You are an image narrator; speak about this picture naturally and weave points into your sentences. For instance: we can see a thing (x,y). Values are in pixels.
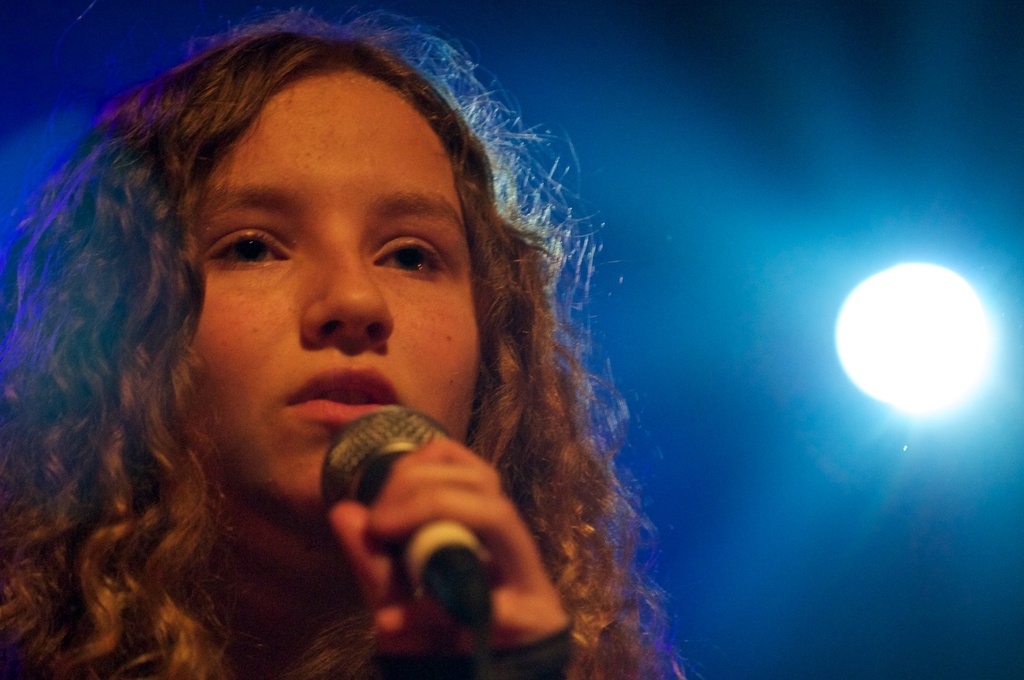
In the left (115,252), a girl (146,192) is standing and holding a mike (402,423). The background (790,519) is blue in color. In the middle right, focus light (967,319) is visible. This image is taken on the stage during night time.
